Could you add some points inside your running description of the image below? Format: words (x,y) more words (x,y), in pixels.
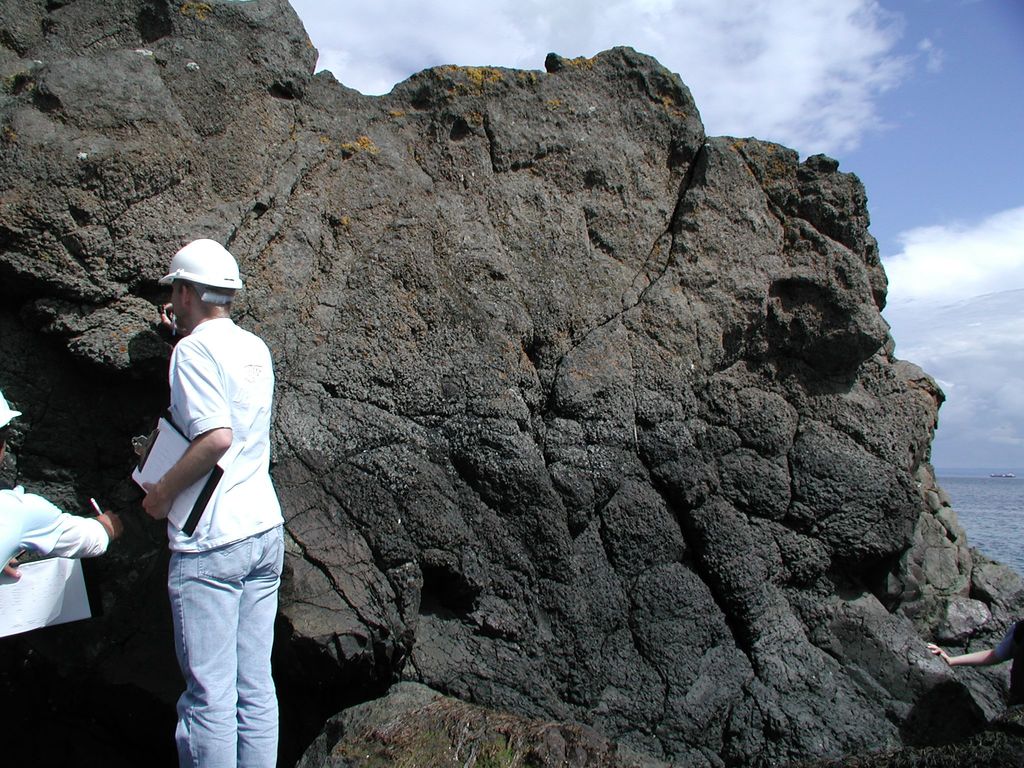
In the foreground of this picture (194,409), there is a man (212,616) in white T shirt (246,342) wearing a white helmet (200,264) and holding a pad (160,447) in his hand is standing near a rock (365,381). There is also two persons (1023,668) near the rock (972,681). In the background (982,515), there is water (1016,486), sky (904,84) and the cloud (845,99).
